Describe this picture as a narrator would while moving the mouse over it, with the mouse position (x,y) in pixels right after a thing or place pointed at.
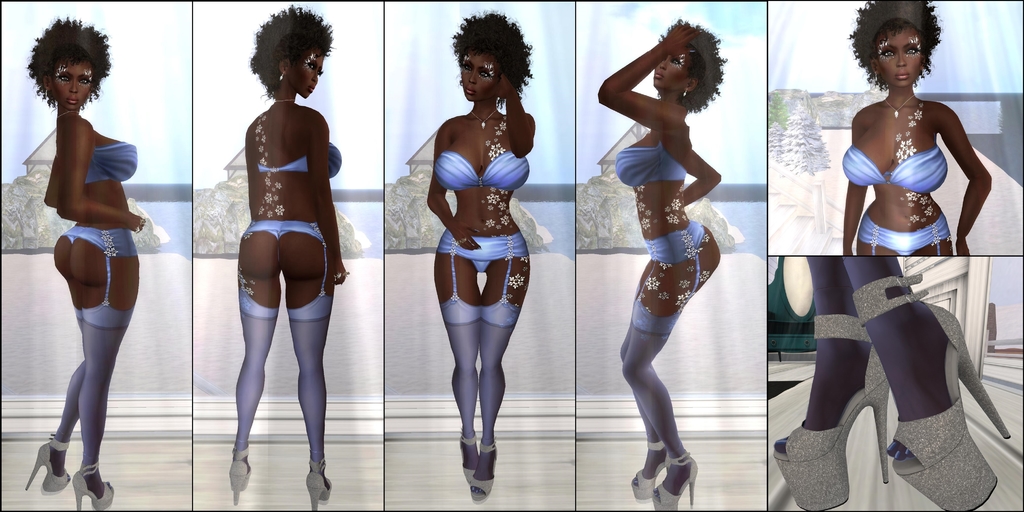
This is a collage image. There are depictions of a woman (117,352).
